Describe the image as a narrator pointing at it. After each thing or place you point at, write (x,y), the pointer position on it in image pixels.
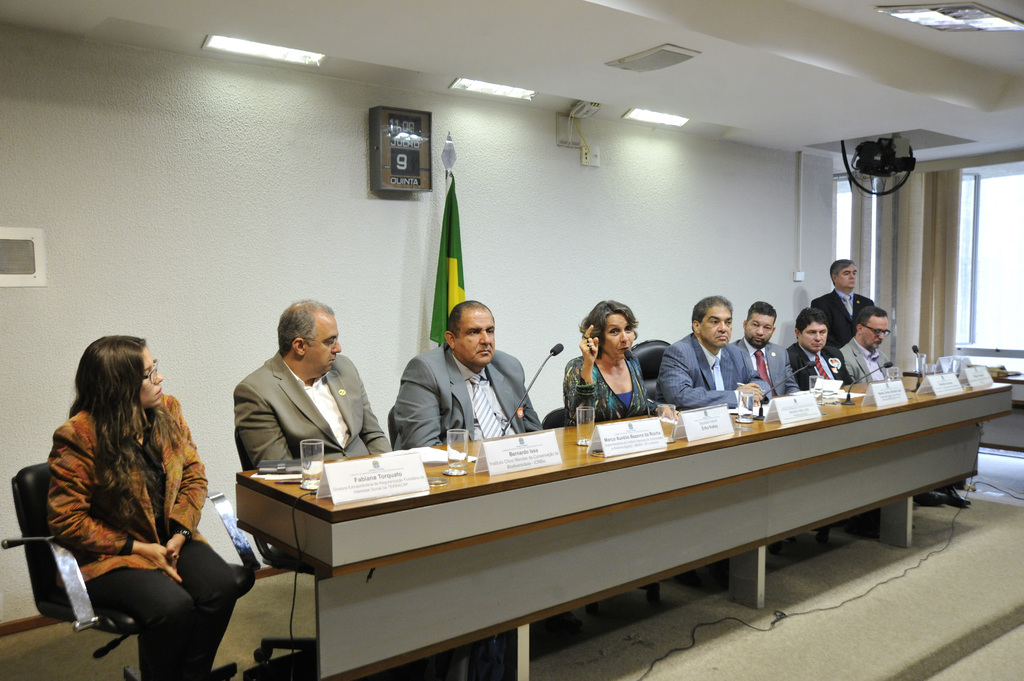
In this image there are group of persons (834,364) who are sitting in a closed room (939,323) and in front of them there are microphones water glasses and at the background of the image (534,345) there is a flag (450,235) and wall (329,225).
